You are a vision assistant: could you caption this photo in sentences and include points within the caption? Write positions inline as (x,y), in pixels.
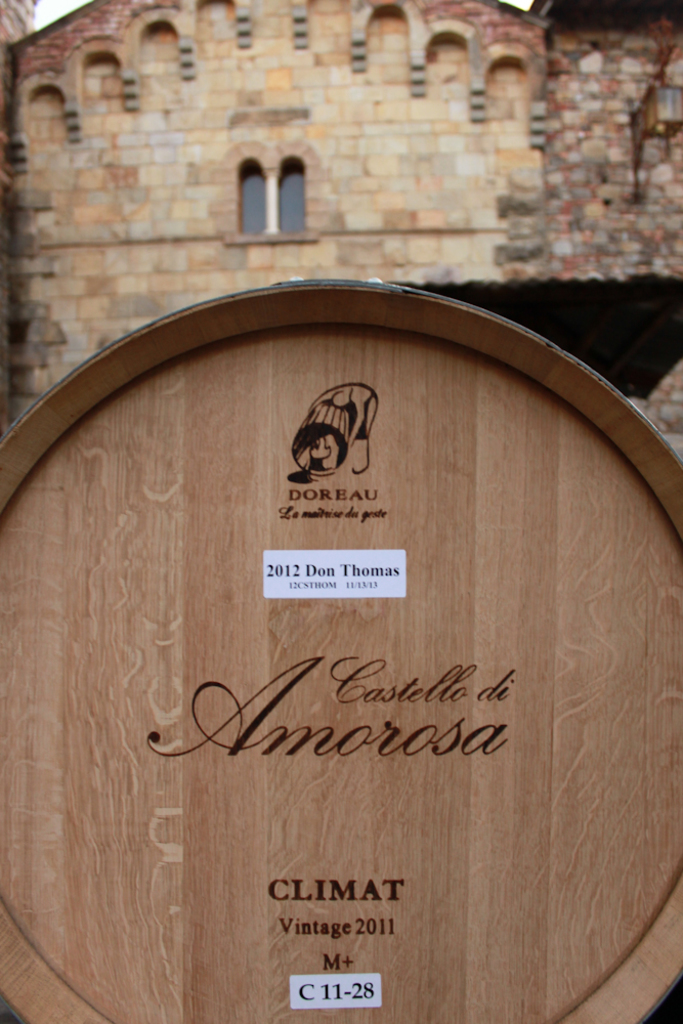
In this image we can see a wooden board (100,823) with some text (353,685) on it, also we can see a house (216,194), and the window (284,157).
